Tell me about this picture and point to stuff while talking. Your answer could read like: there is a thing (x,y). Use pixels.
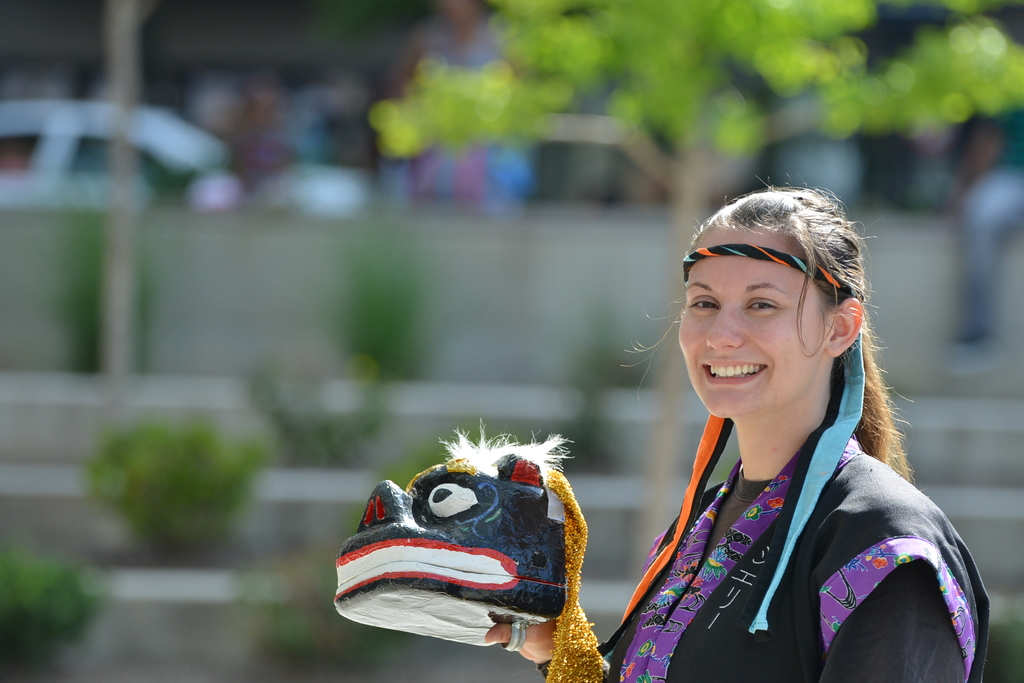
In this image we can see a woman (857,632) wearing a dress (875,543) and a headband (739,248) holding a toy (513,595) in her hand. In the background (248,449) we can see vehicles (80,147), group of plants (386,277) and a tree (660,71).
